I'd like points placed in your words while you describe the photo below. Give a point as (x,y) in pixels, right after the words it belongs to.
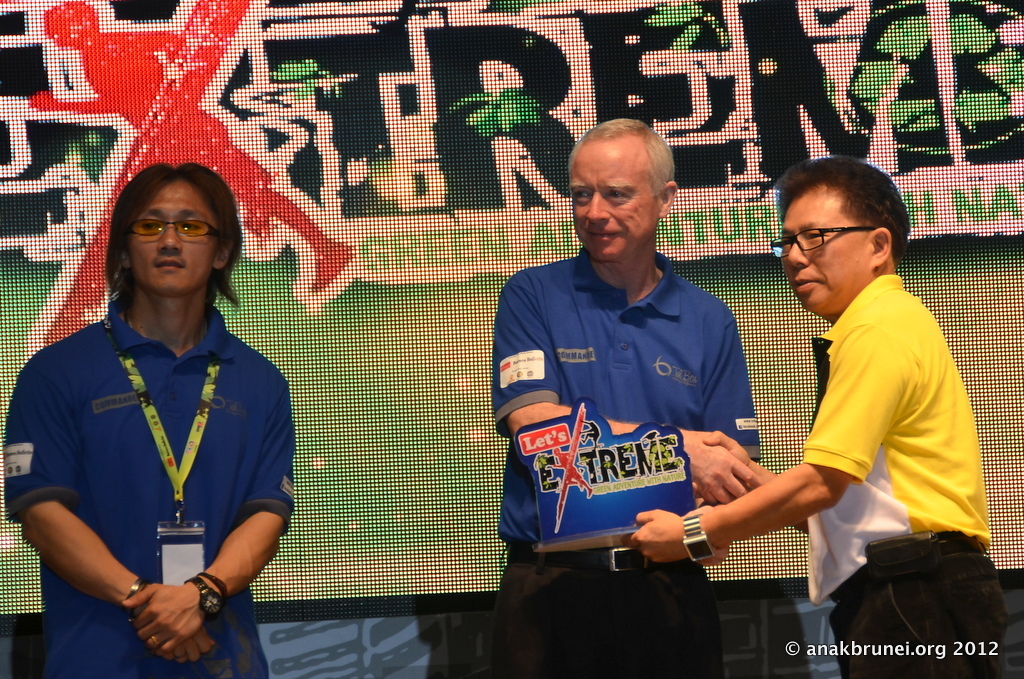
In this image there is a person (130,423) wearing spectacles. He is standing. Right side (901,481) there is a person (865,404) wearing spectacles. He is shaking the hand (701,440) with the person (656,348) wearing a blue top (656,348). Background (311,101) there is a screen (415,249) having some text (456,143) displayed on it.
